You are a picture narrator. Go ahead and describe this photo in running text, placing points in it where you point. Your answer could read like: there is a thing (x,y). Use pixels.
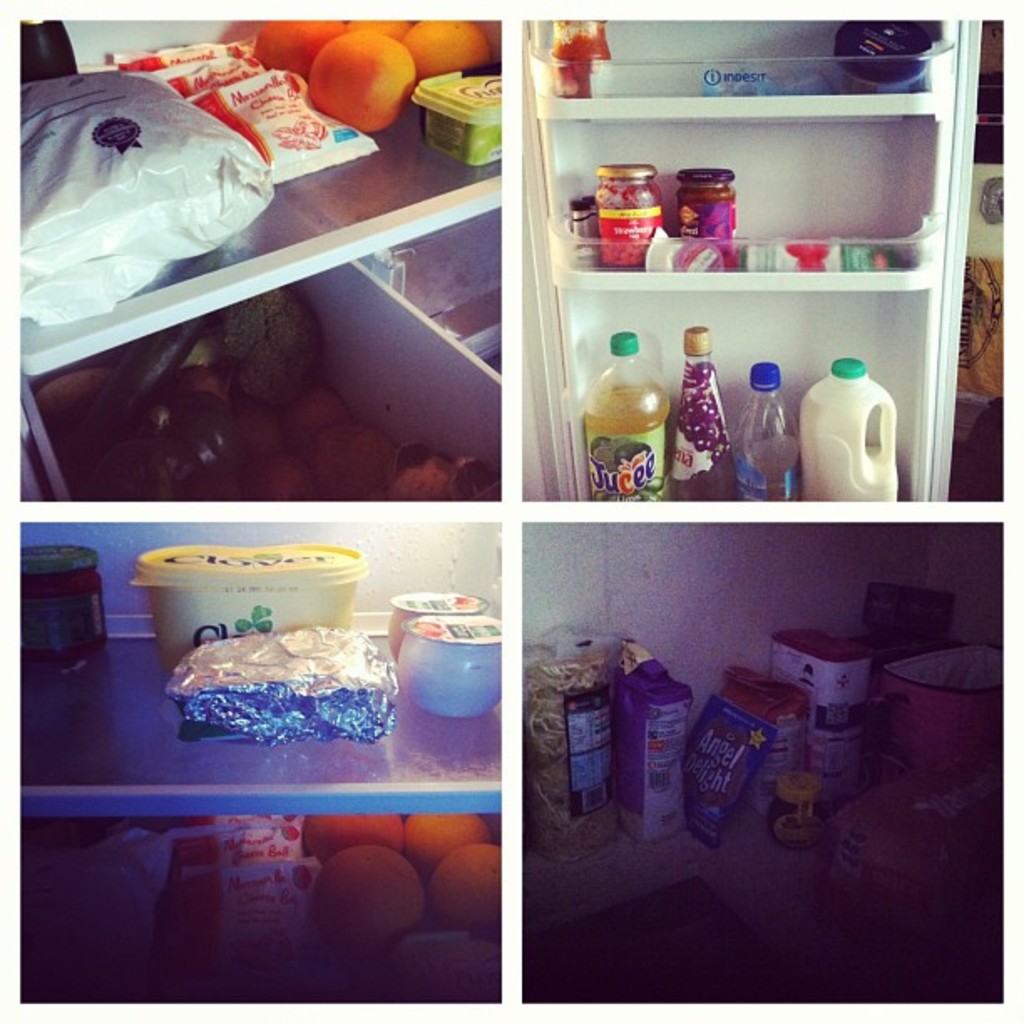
In this image we can see some bottles (756,414), grocery products (227,155), fruits (329,34) and some other items (394,622) which are in refrigerator (293,788).
